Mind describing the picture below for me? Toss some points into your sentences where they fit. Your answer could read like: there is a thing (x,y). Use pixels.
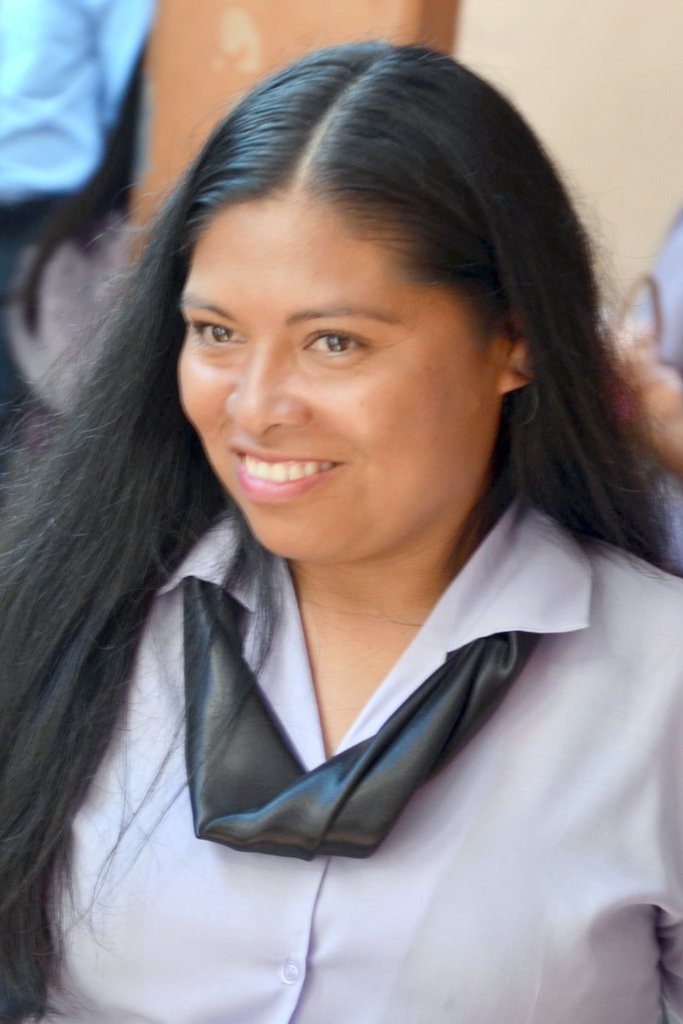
In this image we can see a lady (285,563) smiling. In the background (98,84) it is blur.
